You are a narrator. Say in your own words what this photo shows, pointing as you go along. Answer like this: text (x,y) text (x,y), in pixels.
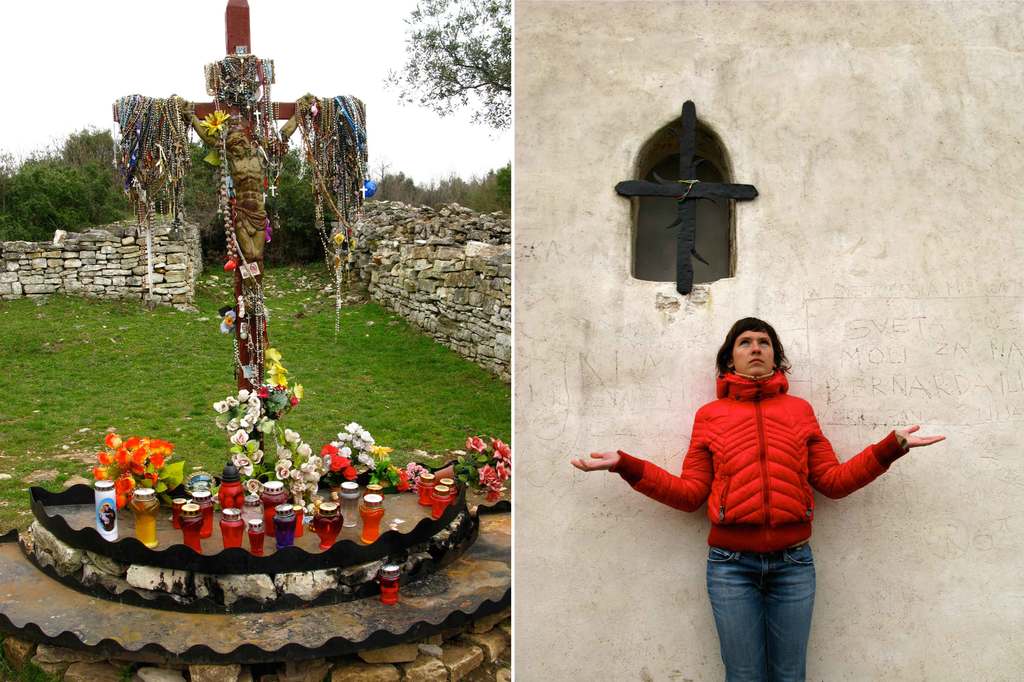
This is a collage image of two pictures, on the left side (253,127) there is a cross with jesus sculpture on it, also there are some other objects (253,97), behind them there is a wall (12,253) and trees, on the right side (709,450) there is a person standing in front of the wall (718,306), at the top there is a cross symbol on the window hole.
